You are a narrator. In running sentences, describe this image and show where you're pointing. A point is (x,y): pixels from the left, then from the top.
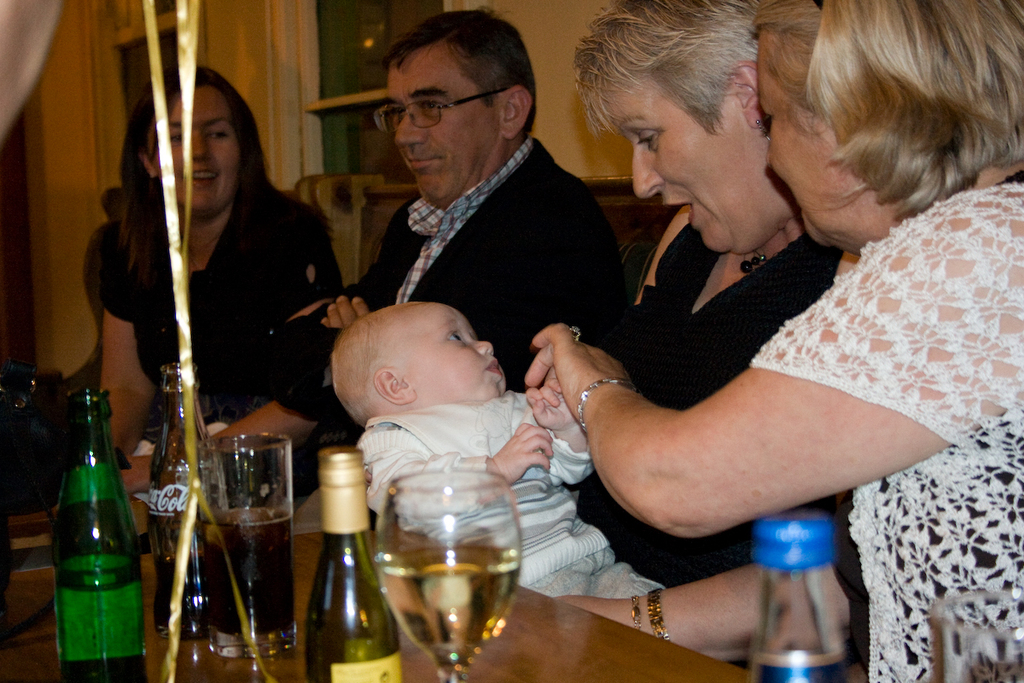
In the right (914,611) an old woman (879,620) is looking at the baby (507,435) beside her there is another woman (712,64) wearing black dress (627,353) and also holding a baby (356,386) with her hands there is a man (484,24) sitting in the middle (550,251) and a woman (210,106) beside of him there are wine glasses (453,623) wine bottles (331,609) Coca Cola (222,563) on this table (408,671).
